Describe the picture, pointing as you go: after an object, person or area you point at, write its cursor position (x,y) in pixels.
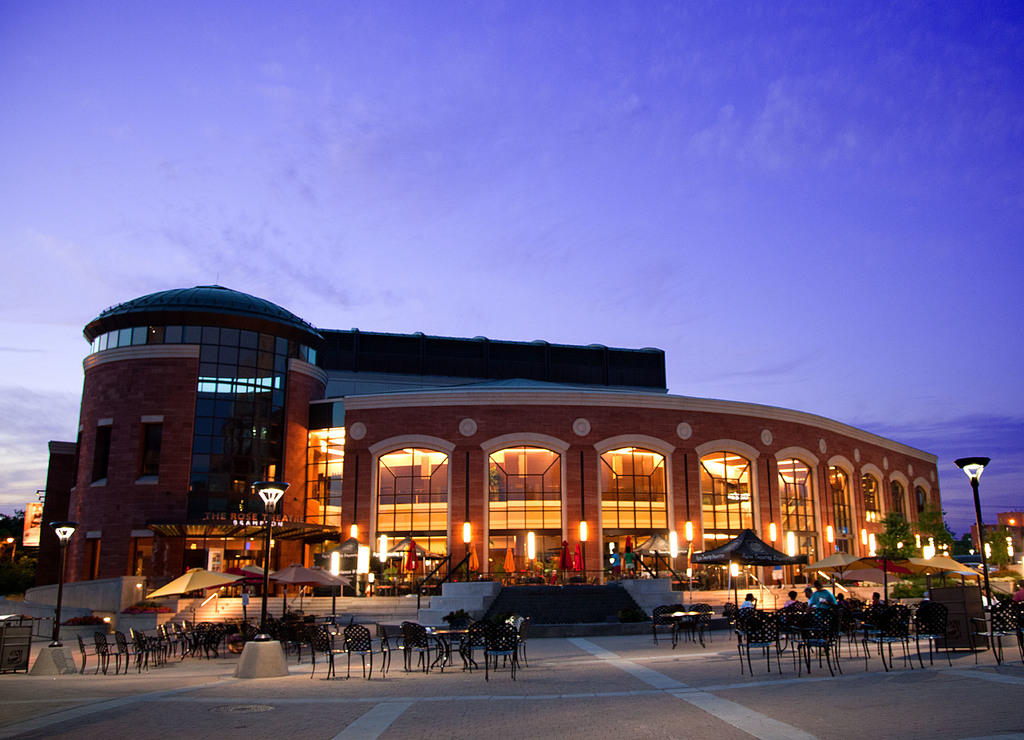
This image is taken outdoors. At the top of the image (355,202) there is a sky (84,298) with clouds (339,126). At the bottom of the image (311,722) there is a floor (779,715). In the middle of the image (546,408) there is a building (196,439) with walls (167,437), windows (412,486), doors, grills (446,461) and a roof (722,402). There are a few trees (1,523), poles (55,638) with street lights (265,552), lamps (773,531), stairs (367,599) and many chairs (370,653) and tables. There are a few tents (789,562) and a few people (834,605) are sitting on the chairs (878,624).
